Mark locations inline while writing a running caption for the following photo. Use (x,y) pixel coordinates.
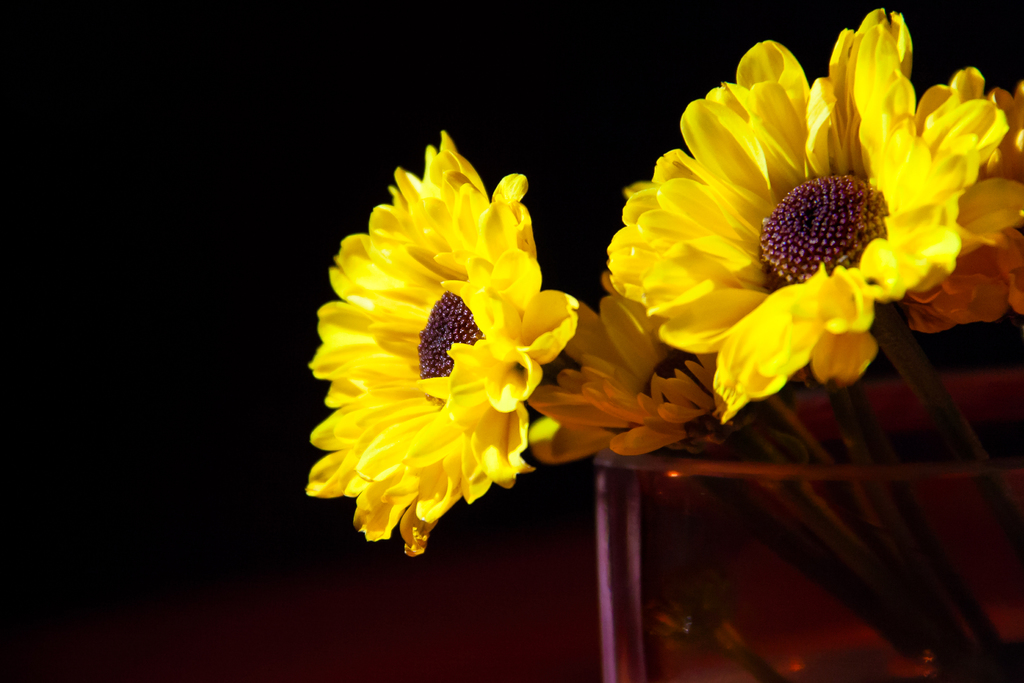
In this image I can see there are few flowers (760,282) placed in a glass (714,563) and the background of the image (265,17) is dark.
